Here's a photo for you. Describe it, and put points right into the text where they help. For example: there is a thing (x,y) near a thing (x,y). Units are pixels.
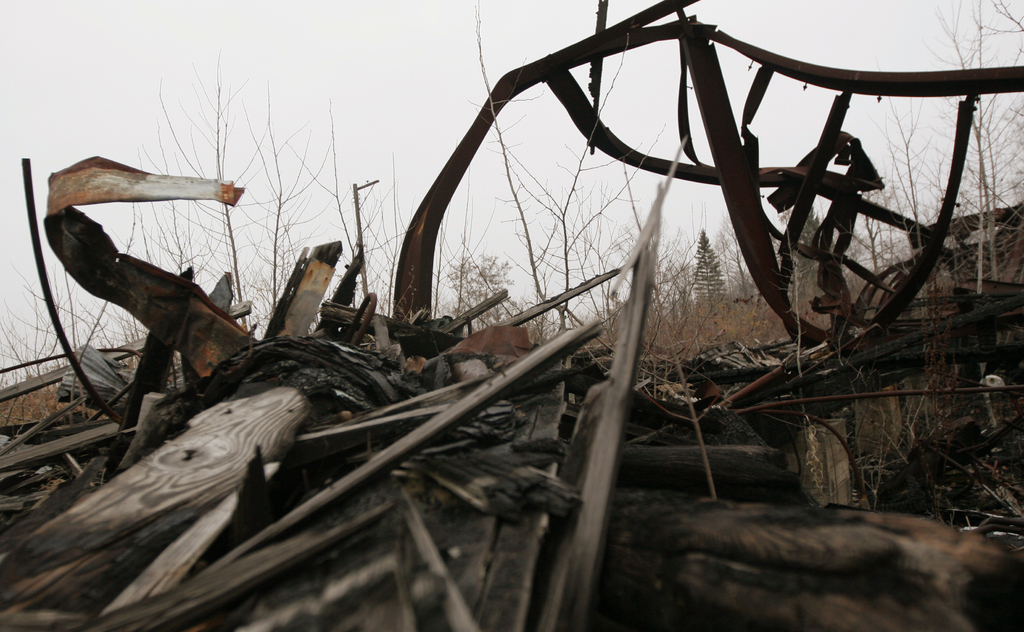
In this image we can see some plants (602,336), grass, wooden sticks (491,408), iron rods (420,281), also we can see the sky (327,118).
